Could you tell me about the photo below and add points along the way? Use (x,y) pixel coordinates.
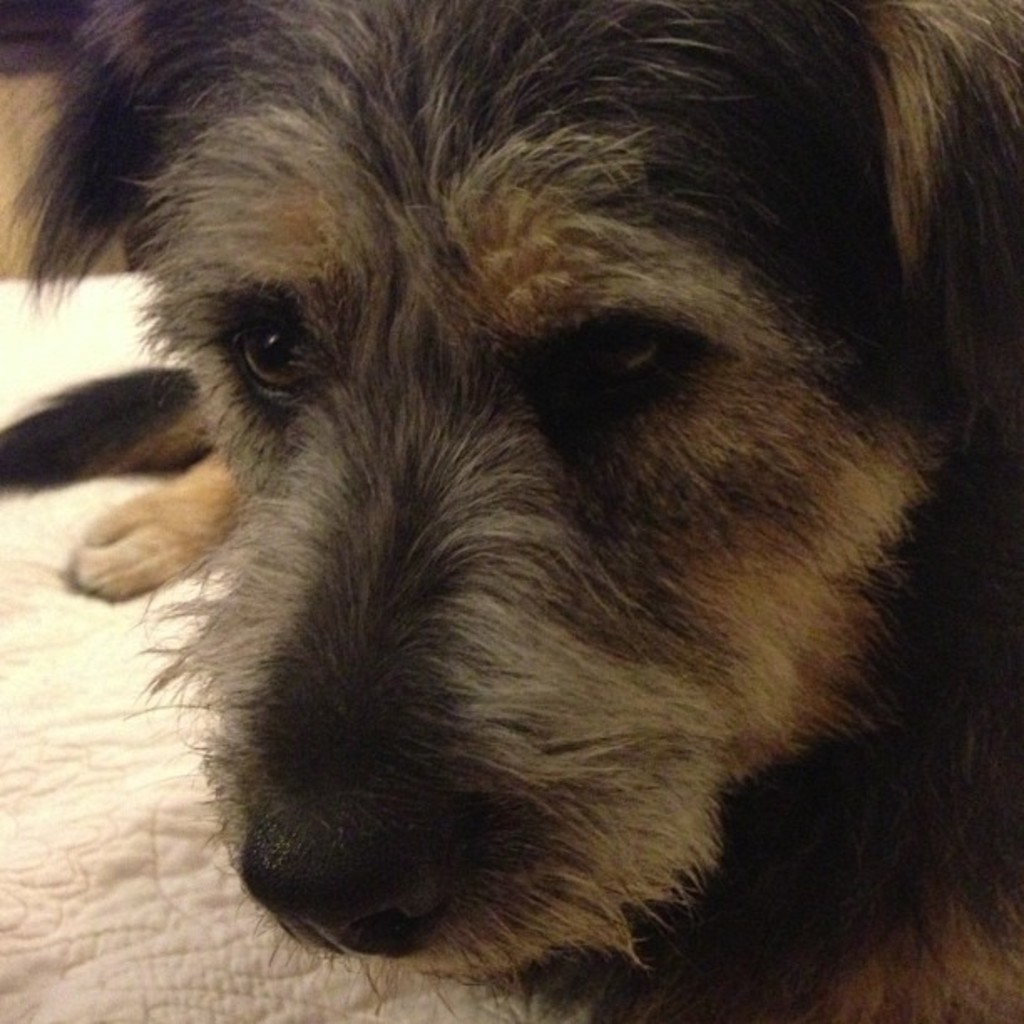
We can see dog (356,573) on cloth (171,906).
